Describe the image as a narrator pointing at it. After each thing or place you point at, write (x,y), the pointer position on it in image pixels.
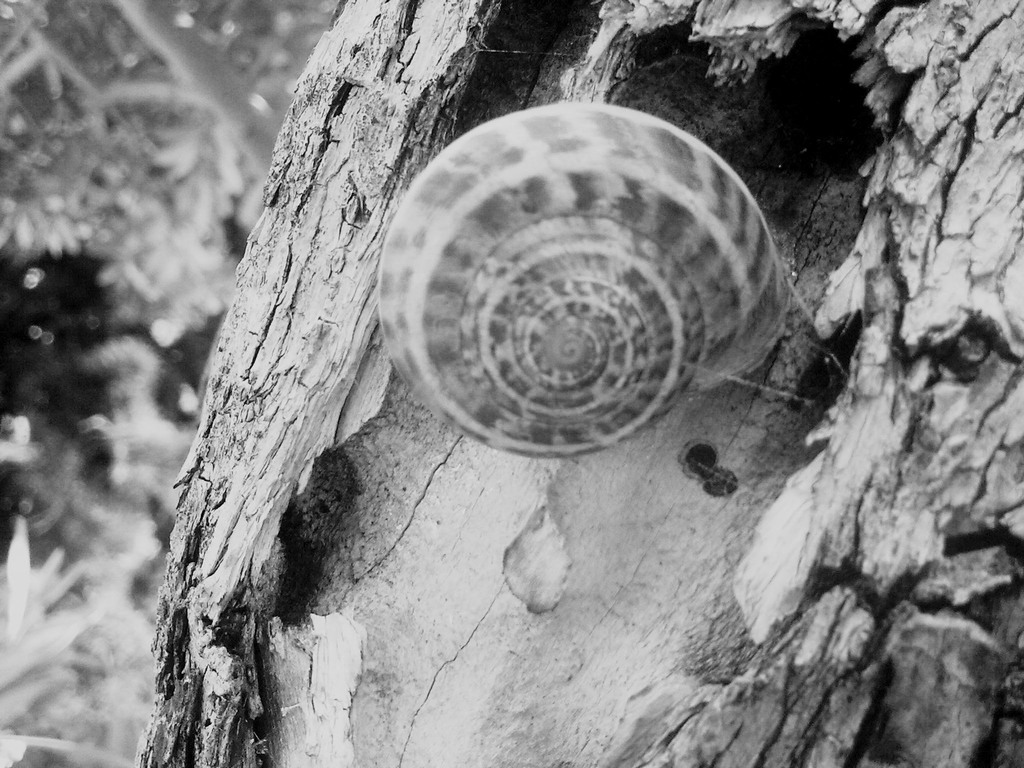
This is a black and white image in this image in the center (367,337) there is a tree (813,494), on the tree (813,494) there is one snail (562,276) and in the background (119,184) there are some trees (119,412).
